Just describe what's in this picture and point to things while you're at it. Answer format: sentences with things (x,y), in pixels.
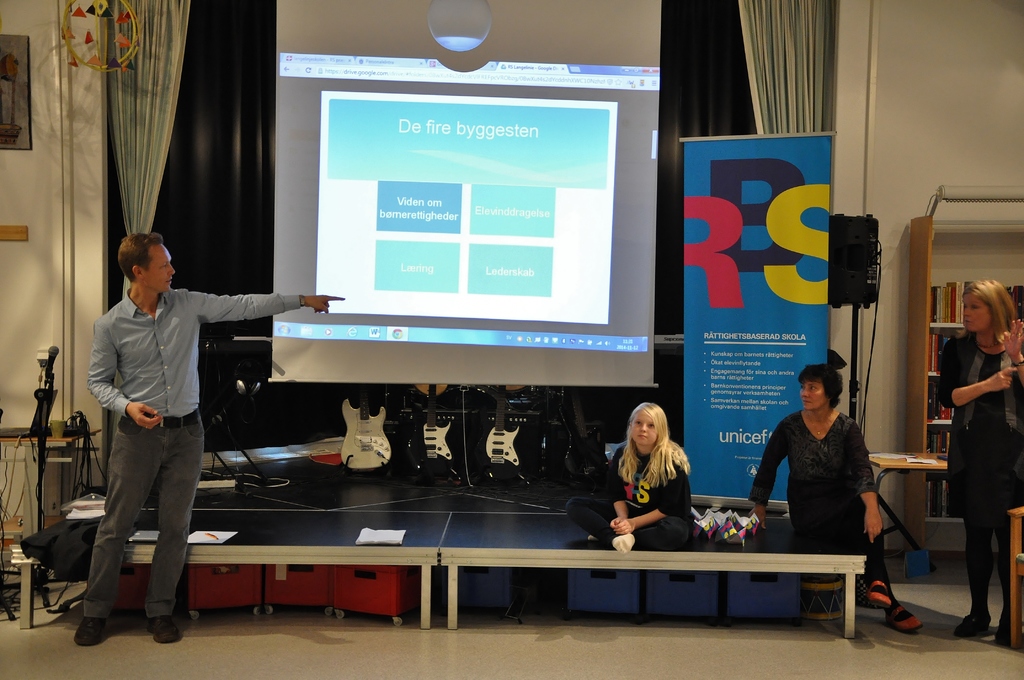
In this image I can see the group of people (197,438) with black, ash and grey color dresses (113,582). I can see two people (681,538) are sitting and two (199,458) are standing. To the side of these people (656,524) I can see the banner (750,333) and the screen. To the right (926,326) I can see the sound box (858,290), rack (927,364) with books (937,355) and the papers (896,455) on the table (882,456). To the left (19,125) I can see some objects (24,230) and the frames (5,79) to the wall (31,194). In the background (159,60) I can see the curtains (702,16) and the wall (968,65).
